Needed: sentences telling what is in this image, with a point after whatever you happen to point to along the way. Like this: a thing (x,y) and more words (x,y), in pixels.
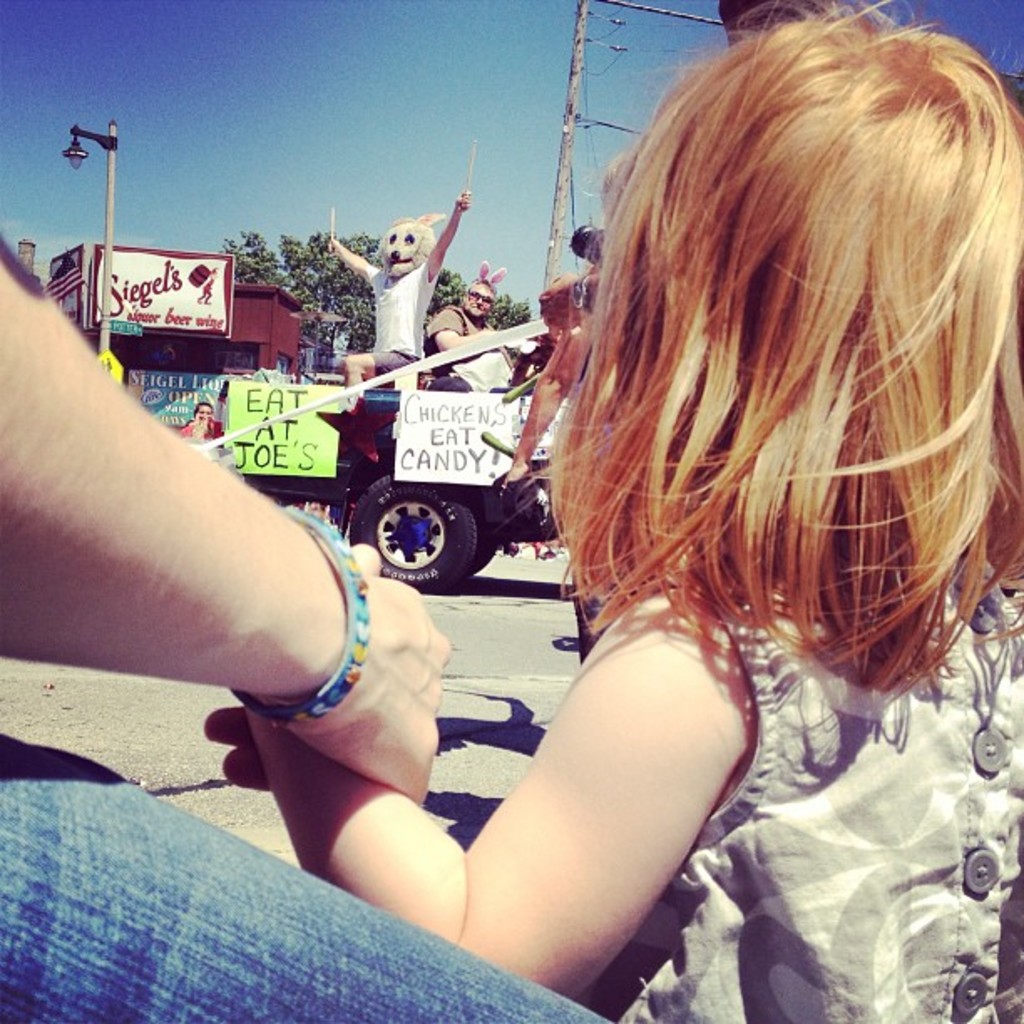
In this image I can see few people (602,848) with different color dresses (820,825). On the road (505,584) there is a vehicle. On the vehicle (435,482) I can see few more people (415,358) with mask (419,242). And there are pipes (315,403) attached to the vehicle (360,468). In the background (190,374) I can see the house (232,322), trees (280,281), light pole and also the sky (325,122).
